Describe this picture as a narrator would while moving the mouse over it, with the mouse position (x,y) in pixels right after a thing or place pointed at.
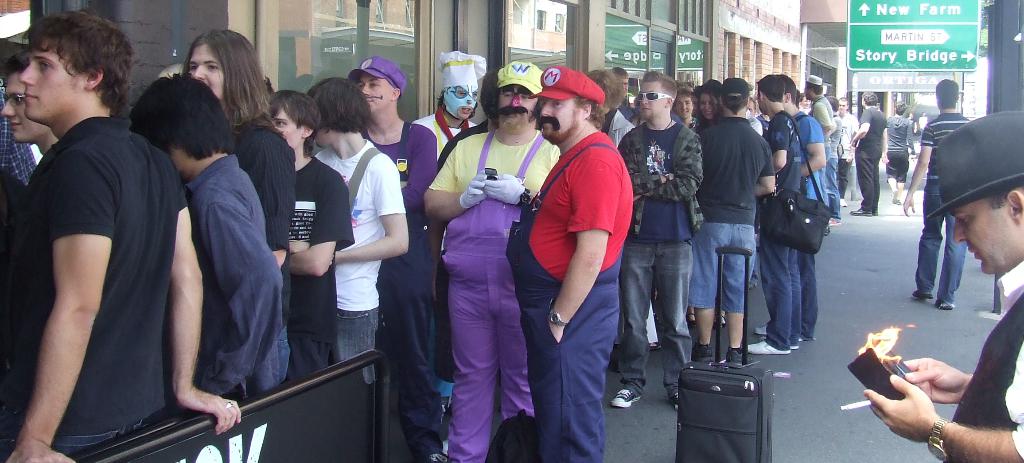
In this image there are a group of people (485,209) standing in the line (641,144), a person (485,211) is holding a mobile (487,179) in his hand (474,183), a person (134,337) is holding a barrier gate (263,416) towards the left of the image (109,307), there is a trolley bag (724,401) on the road (826,368), there is a man (986,376) holding cigarette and purse (884,384) towards the right of the image (1008,202), there is a board (899,36), there are walls (777,38), there are windows (662,52).
